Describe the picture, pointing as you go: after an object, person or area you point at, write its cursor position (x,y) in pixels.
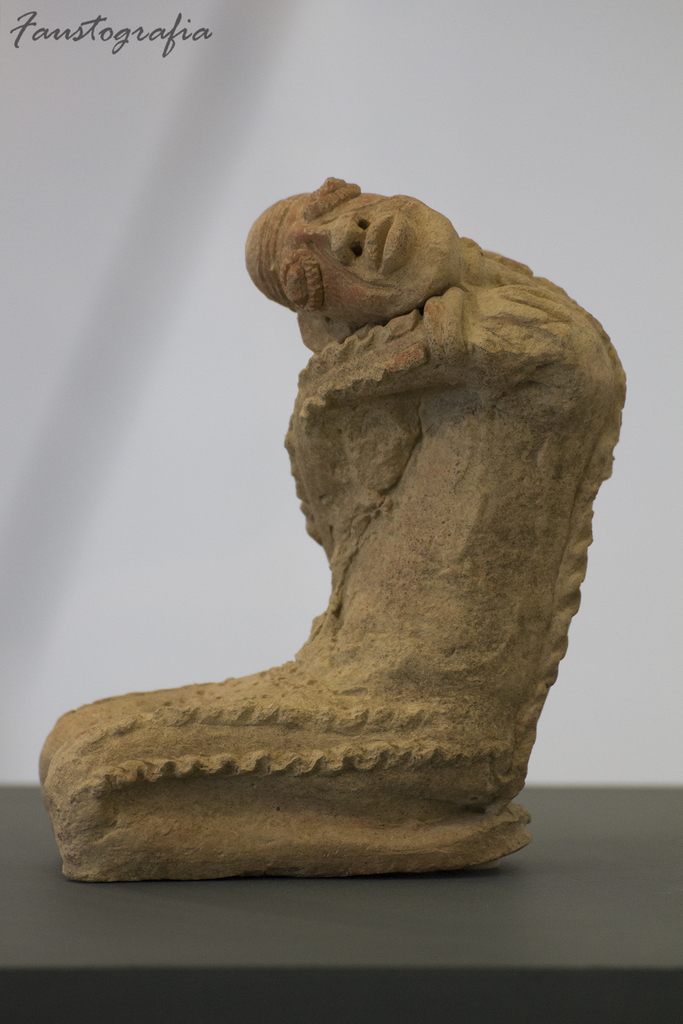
In this image I can see a sculpture (333,658) on a black color surface (303,927). Here I can see a watermark (154,37). The background of the image (101,79) is white in color.
